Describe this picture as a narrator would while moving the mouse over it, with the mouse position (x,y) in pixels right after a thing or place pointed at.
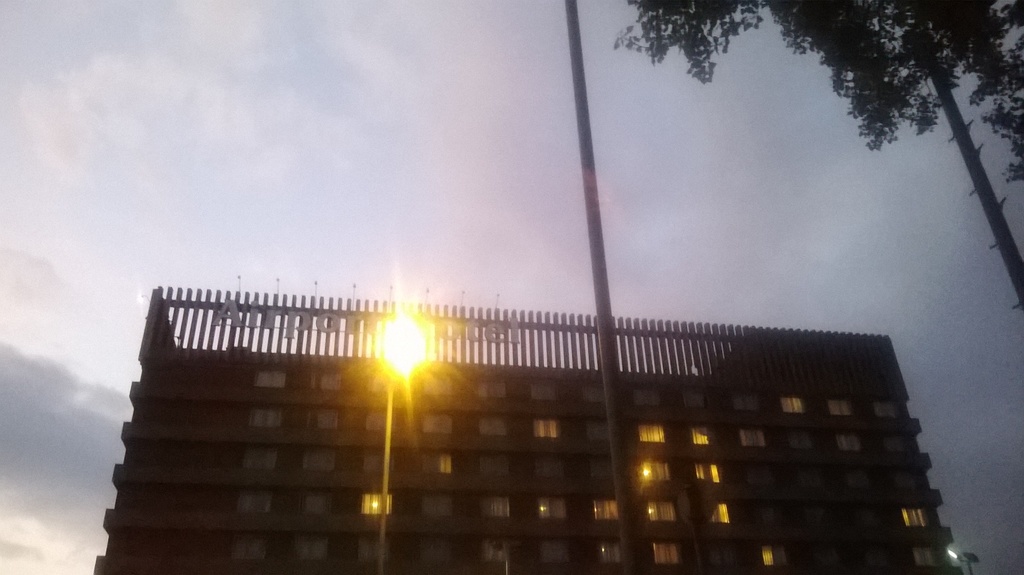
In this image we can see a building (501,498) with windows (496,463), lights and railings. There is a light pole (402,373). And there is another pole (612,366). On the right side (1004,108) there is a tree (881,98). In the background (132,275) there is sky (129,263) with clouds (474,154).
